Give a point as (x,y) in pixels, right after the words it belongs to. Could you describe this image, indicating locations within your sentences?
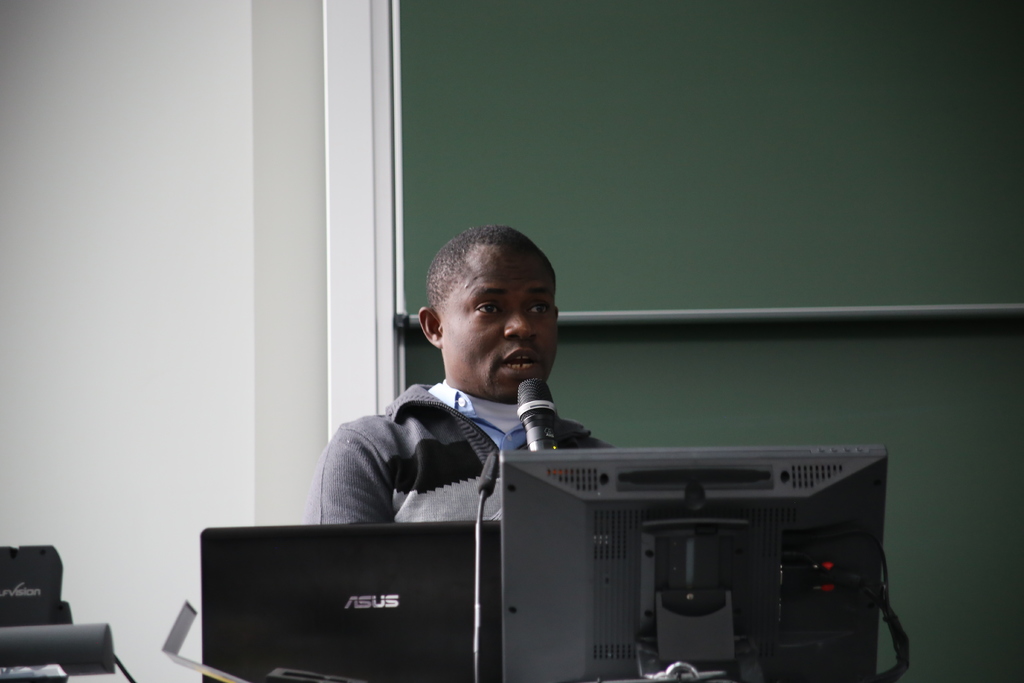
In this image, we can see monitors (544,510) and mic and some other objects (178,652) are there. In the background (537,291), we can see a person (471,332), a board (418,107) and a wall (110,447).
